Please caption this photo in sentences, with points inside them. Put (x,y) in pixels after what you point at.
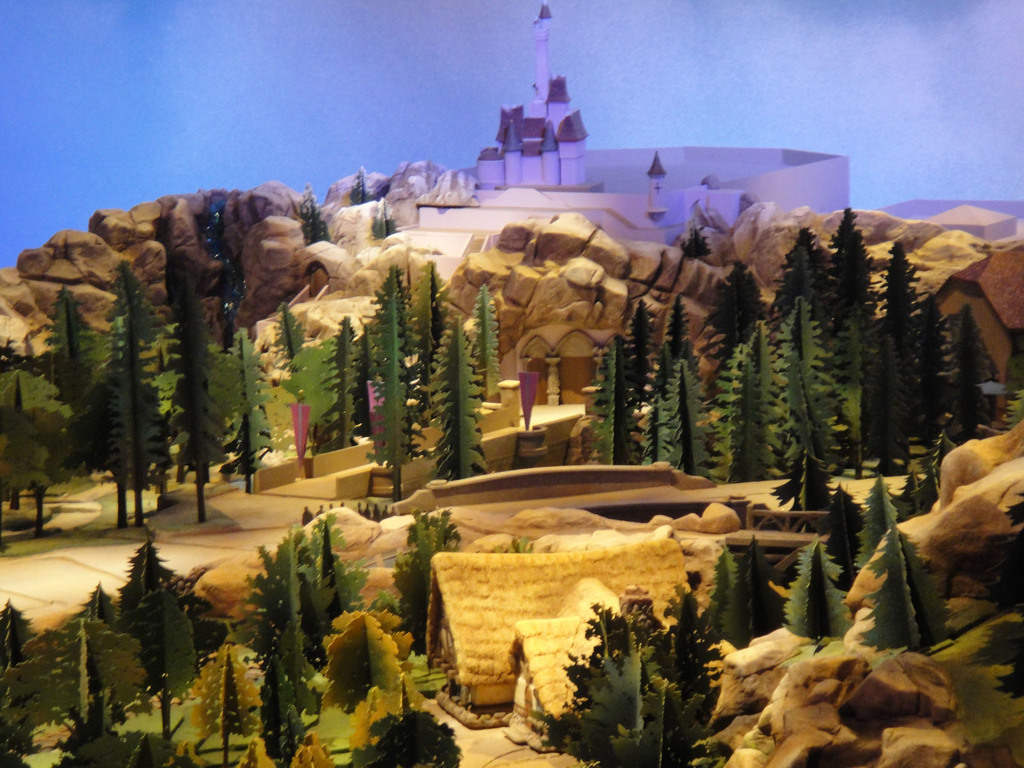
This image looks like a toy (562,537). There are trees (214,463) in the middle (386,398). There are huts (502,625) at the bottom (527,624). There is some building (497,164) at the top (539,185). There is sky (939,161) at the top (460,93).
